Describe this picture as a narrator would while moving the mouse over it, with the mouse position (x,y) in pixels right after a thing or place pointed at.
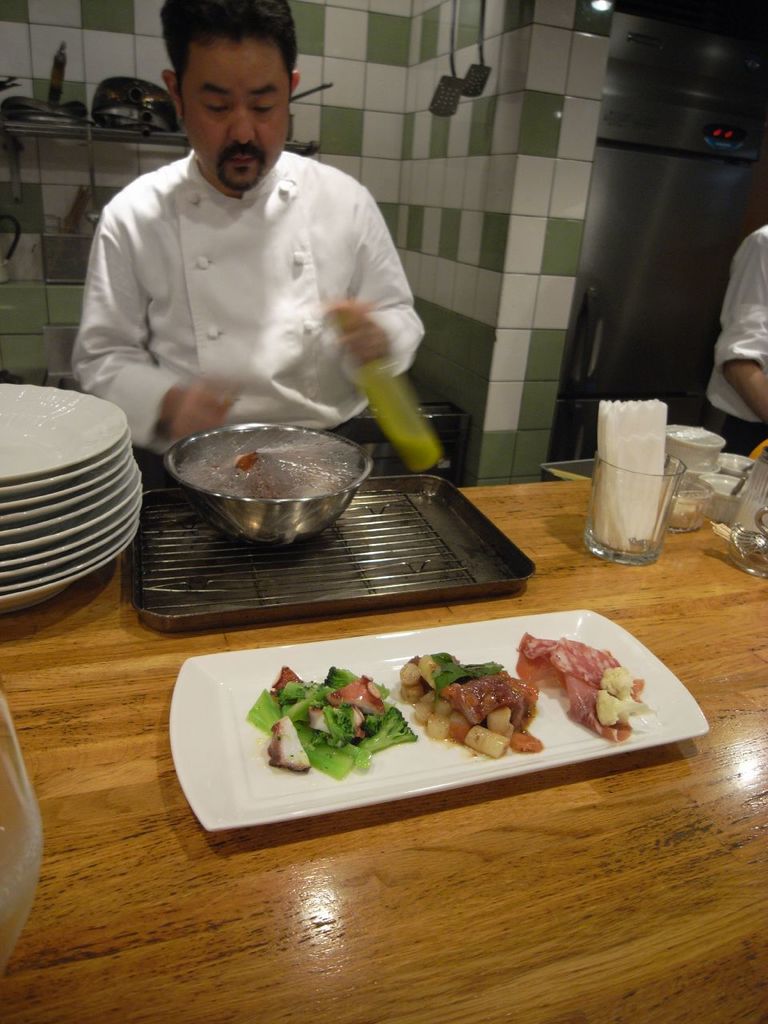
In this picture we can see a table (189,883) and on the table (601,595) there are plates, tray (365,569), bowls (673,511) and some objects (659,466). Behind the table (550,494) there are two people (402,298) standing and a man (338,332) is holding an object (388,416). On the right side of the people (360,351) there is a refrigerator (622,248). Behind the man (286,216) there is a wall (396,85) with some objects (167,123).
